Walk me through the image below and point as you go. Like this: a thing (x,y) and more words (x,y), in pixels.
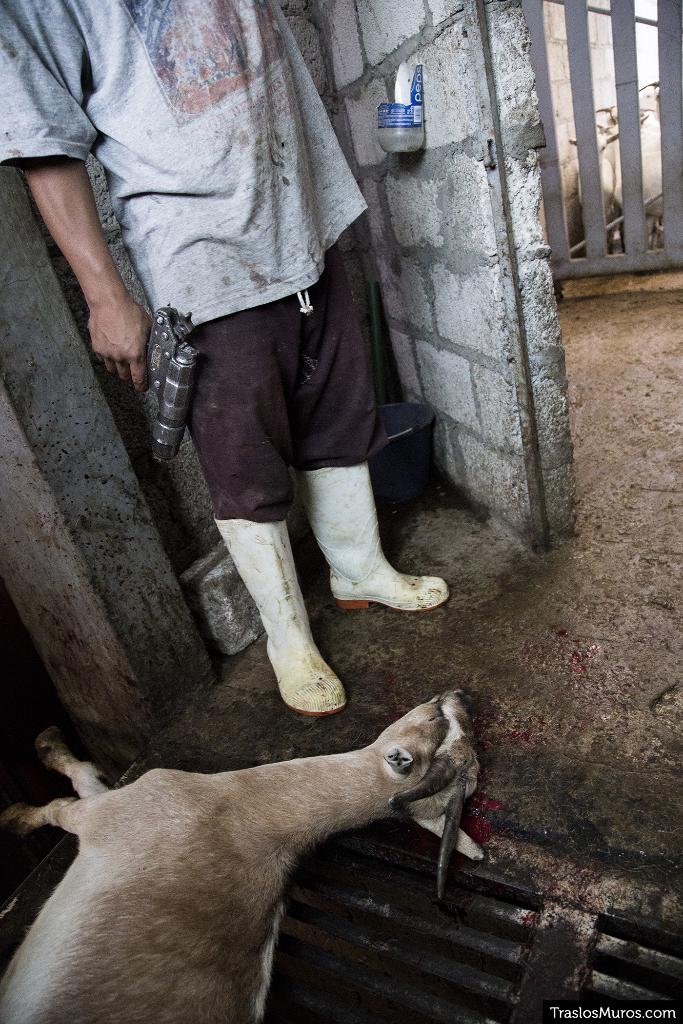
In the image there is a goat (283,795) laying on the floor (604,762) and in the middle (342,504) there is a man (304,421) standing with a gun (170,420) in his hands (134,332) beside a wall (450,409), this seems to be a slaughter home (554,116).
